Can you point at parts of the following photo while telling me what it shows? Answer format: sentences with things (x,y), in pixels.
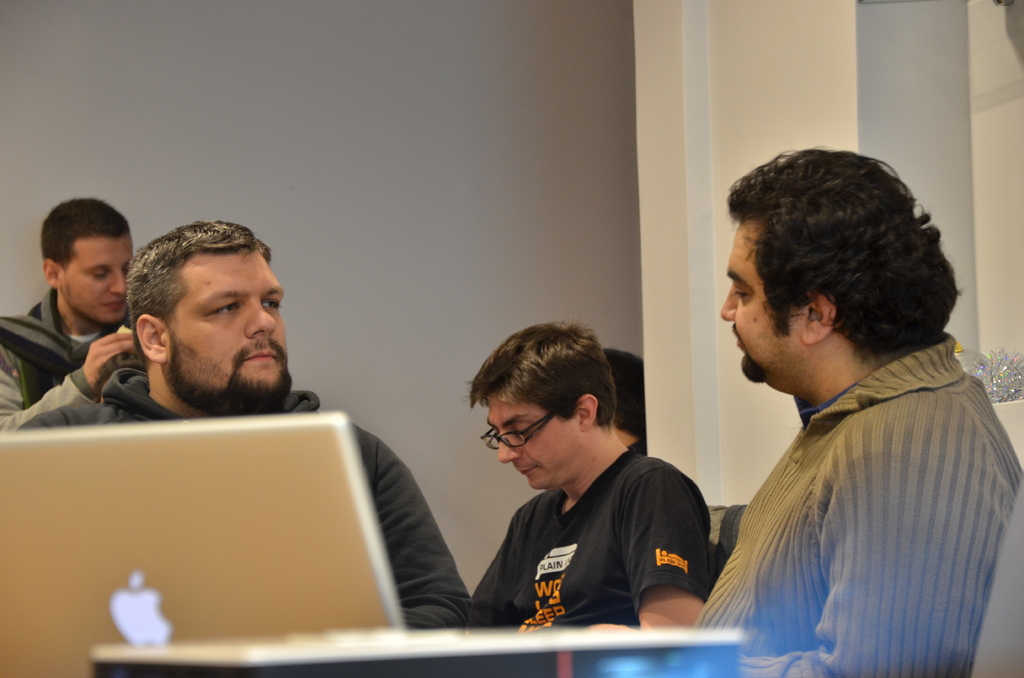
In the picture I can see few persons (607,408) sitting and there is a laptop (171,538) in the left corner (157,556) and there are some other objects (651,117) in the background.
